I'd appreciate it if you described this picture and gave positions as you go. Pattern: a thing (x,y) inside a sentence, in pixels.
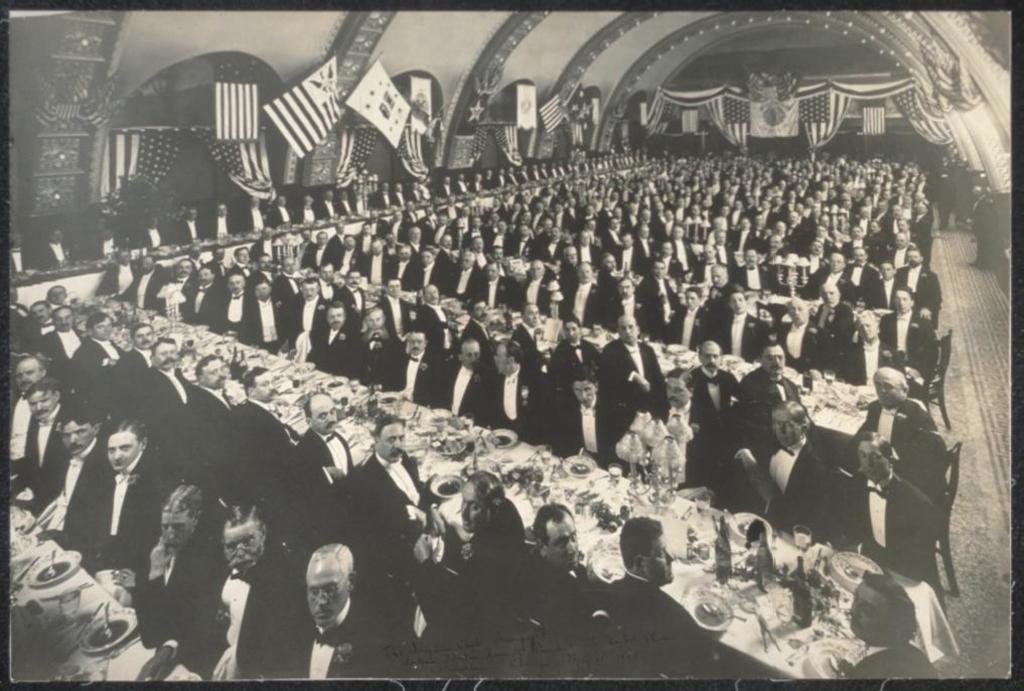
In this image I can see number of people (620,376), tables (683,579), chairs (943,495) and on these tables (507,452) I can see number of plates (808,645), bottles (722,557), spoons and few other things (685,545). I can see all of them are wearing blazers (414,474), shirt (245,583) and bow ties (118,481). In the background (175,147) I can see number of flags (497,139) and I can see this image is black and white in colour.
